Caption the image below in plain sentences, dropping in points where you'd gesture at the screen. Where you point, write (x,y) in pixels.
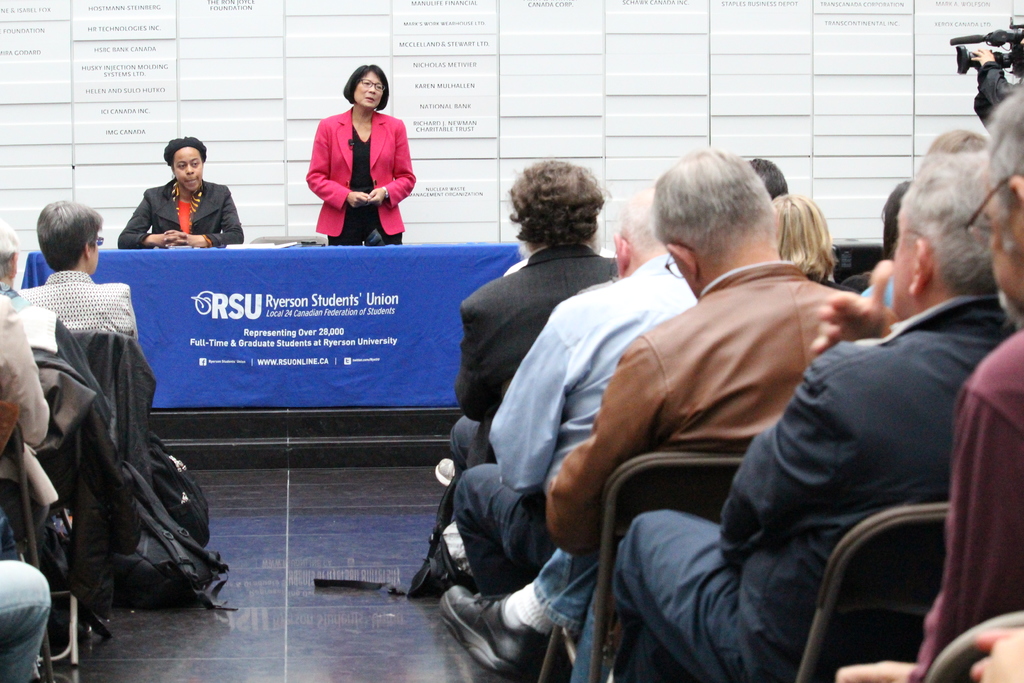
There are groups of people (87,293) sitting on the chairs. This is a table (194,267), which is covered with a cloth (425,309). I can see the woman (360,233) standing. These are the bags (179,481), which are placed on the floor (427,642). In the background (195,52), I think these are the name boards (532,70). On the right side of the image (997,80), I can see a person (1001,75) holding a video recorder (971,54).
